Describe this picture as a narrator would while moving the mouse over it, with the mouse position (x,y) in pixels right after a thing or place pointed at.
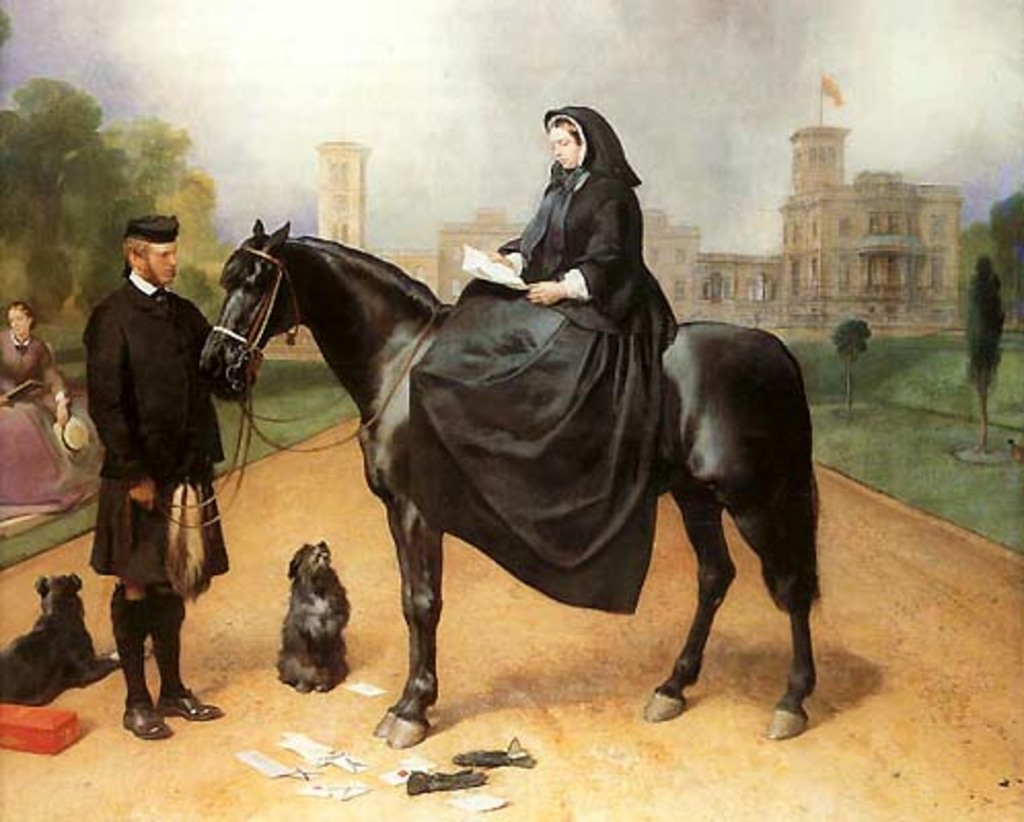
This is the painting where we can see a man (140,407) is holding rope (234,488) of a horse (232,348) and on horse (246,338) one lady (546,323) is sitting by holding papers (492,267). Bottom of the image (318,629) dogs (308,629), paper (330,791) and one box (39,733) is there. Background of the image (101,179) trees (87,179), grass land (921,402) and building (805,228) is present.
